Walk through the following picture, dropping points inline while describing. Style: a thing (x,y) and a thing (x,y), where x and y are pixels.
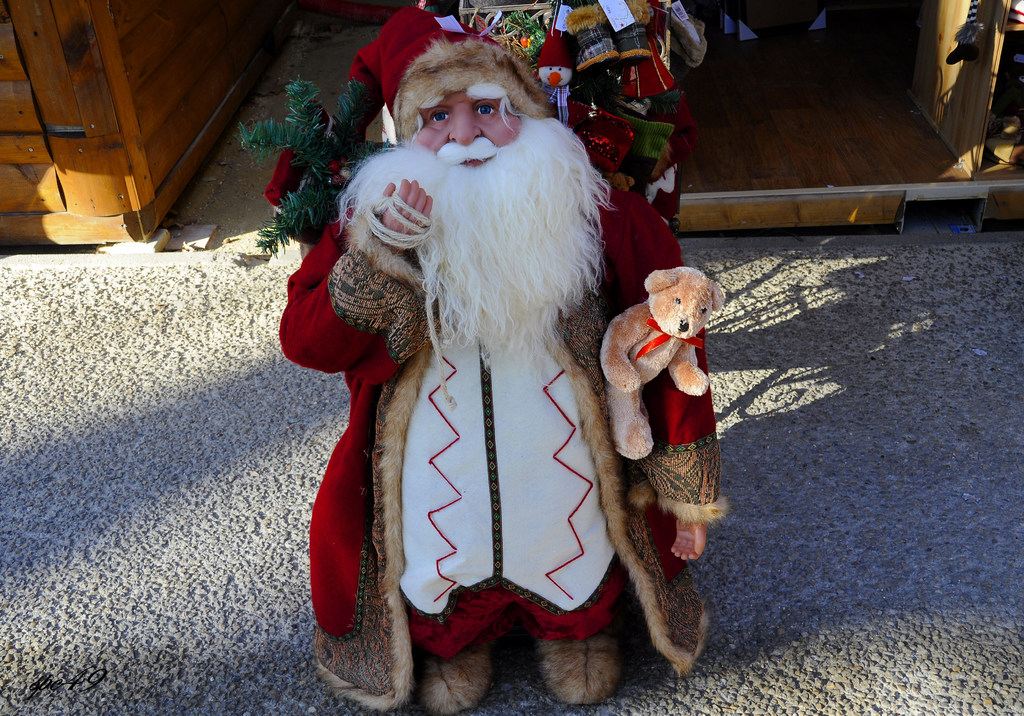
In this picture we can see the doll (566,540) wearing a Santa Claus costume (511,401) and holding the toy teddy bear (668,303) in the hand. Behind we can see some gift boxes (619,142). On the left corner (92,132) we can see the wooden box (132,144).
